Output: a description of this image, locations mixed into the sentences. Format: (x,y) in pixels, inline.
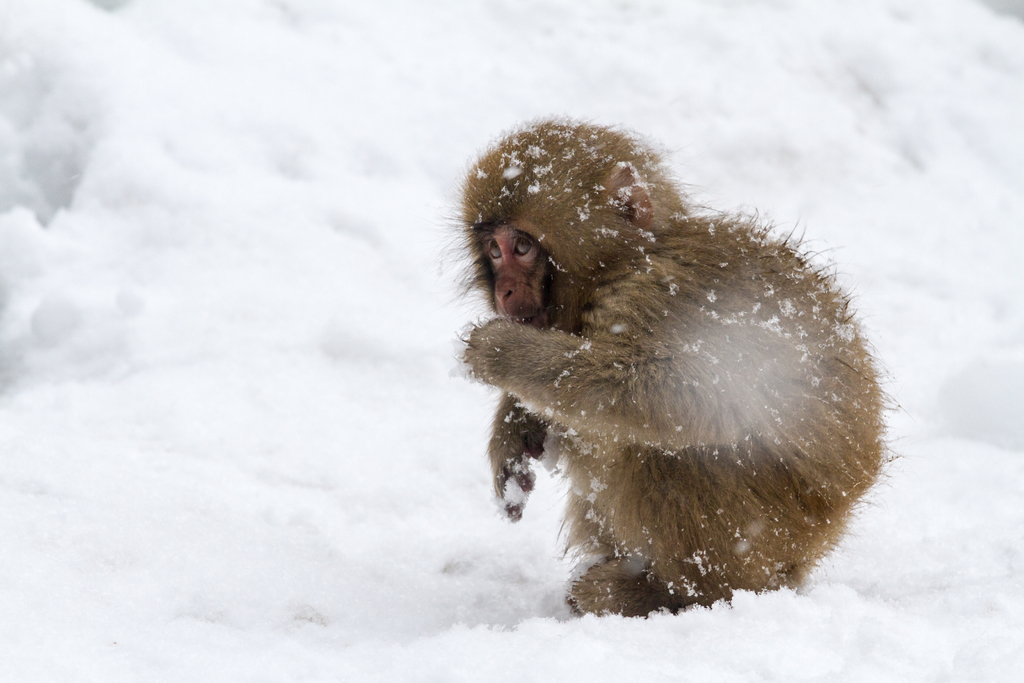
On the right side of this image (702,539) I can see a monkey (649,361) is sitting on the snow (689,649) facing towards the left side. On its body (758,316) I can see the snow (774,322).
